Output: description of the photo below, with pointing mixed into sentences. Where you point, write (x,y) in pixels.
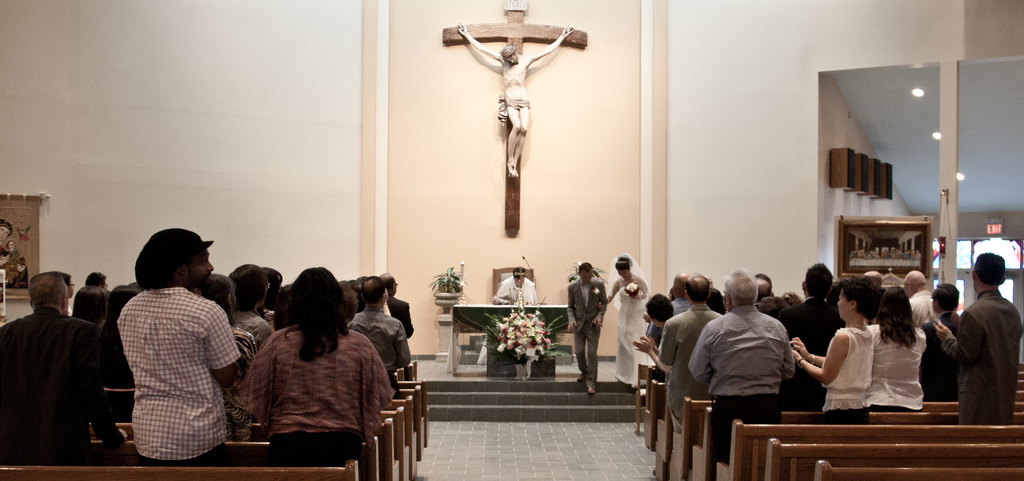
In this image we can see there are few people (264,358) attending the ceremony of a newly wed (591,362). In the background (608,328) there is a wall (534,195) and a statue (516,110) of a Jesus Christ (518,77) is attached to the wall (433,191).
